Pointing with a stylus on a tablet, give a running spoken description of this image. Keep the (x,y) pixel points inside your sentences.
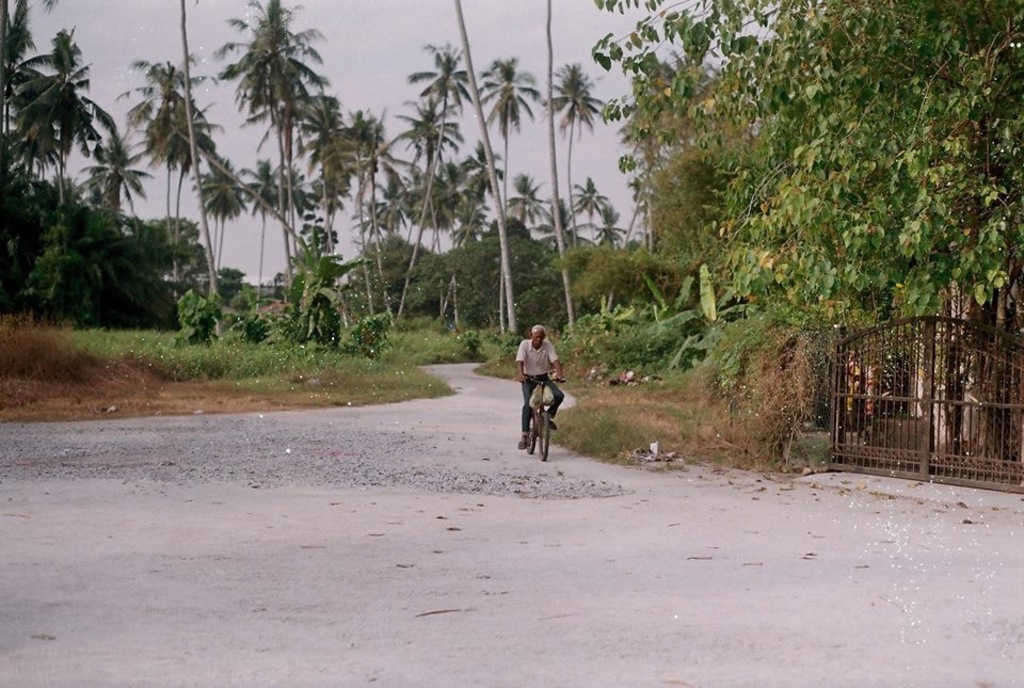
In the center of the image (531,451) there is a person (534,344) riding a bicycle (548,420). There is a road (342,491). In the background of the image (350,303) there are trees (574,90). To the right side of the image (869,339) there is gate (1003,479).
